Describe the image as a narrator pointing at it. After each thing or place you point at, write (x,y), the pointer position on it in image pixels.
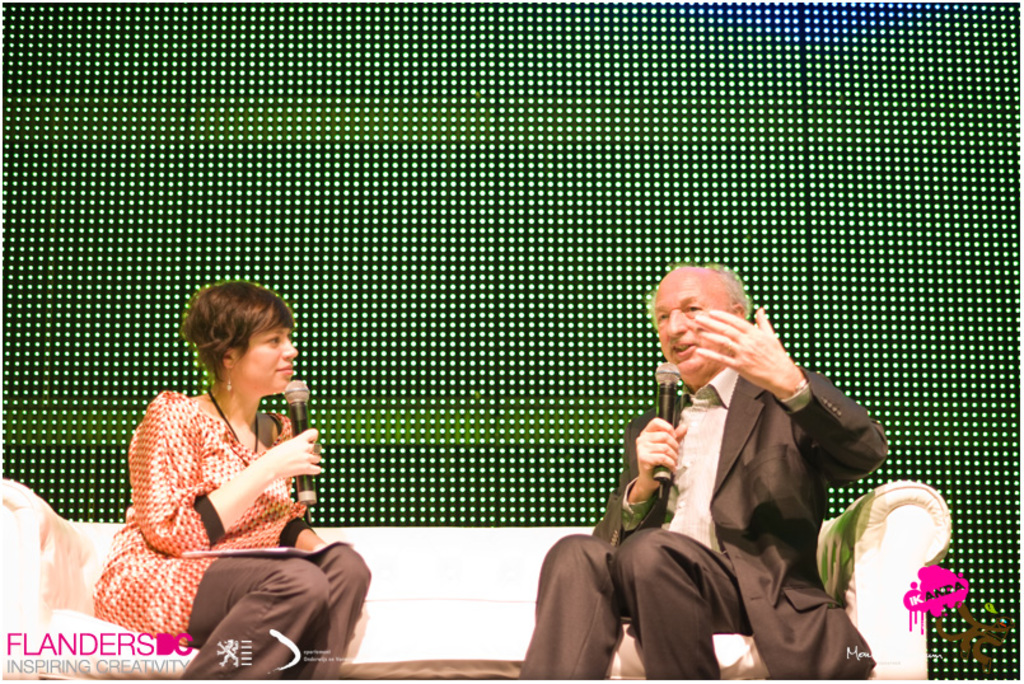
This picture might be taken inside a room (609,659). In this image, we can see a couch (508,615), on that couch (517,633), we can see two people (573,602) man (551,657) and woman (331,615) are sitting and they are also holding microphones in their hands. In the background (311,132), we can see some lights (929,215).
